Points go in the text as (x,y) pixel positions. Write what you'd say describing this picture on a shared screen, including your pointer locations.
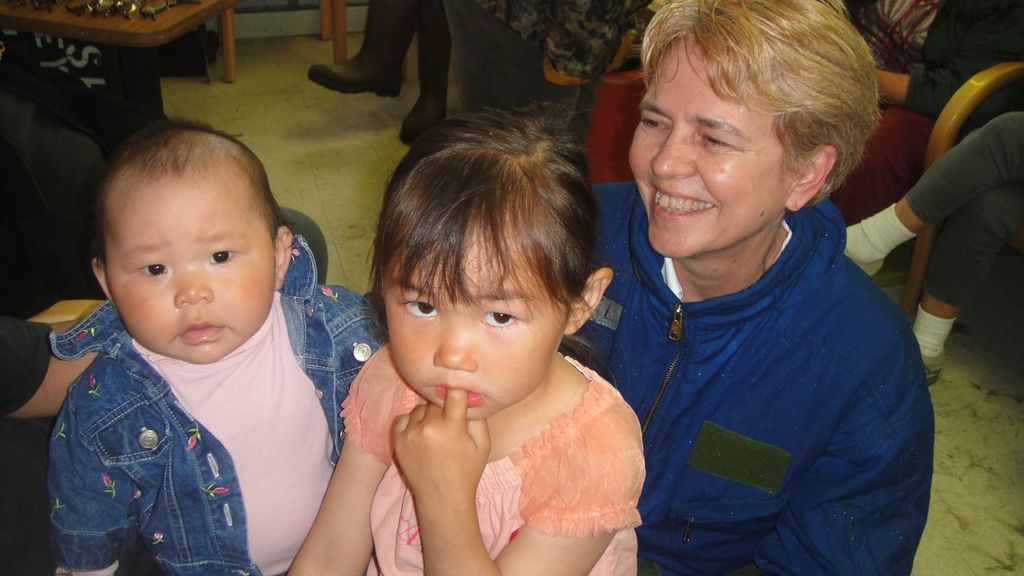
On the left side (174,208), there are two children (120,208). On the right side (809,480), there is a person (713,70) in blue color jacket (814,335), smiling. In the background (947,11), there are other persons (538,14) sitting and there is a table (144,29), on which there are some objects (183,5).
